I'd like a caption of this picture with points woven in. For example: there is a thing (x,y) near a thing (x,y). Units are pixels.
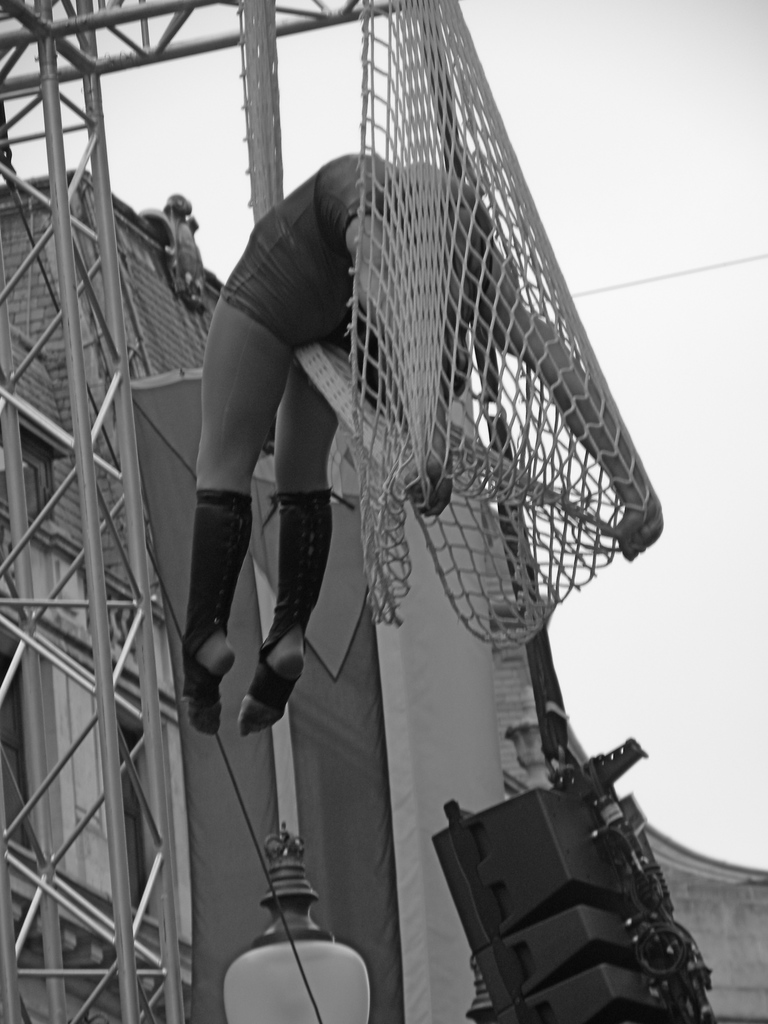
In the foreground of this black and white image, there is a woman (297,327) doing gymnastics with a net (436,399). On the bottom (516,905), there is a black object (539,972), a lamp (300,980) and a pole (109,329) on the left (96,632). In the background (162,316), there is a building (161,289) and the sky (637,128).
